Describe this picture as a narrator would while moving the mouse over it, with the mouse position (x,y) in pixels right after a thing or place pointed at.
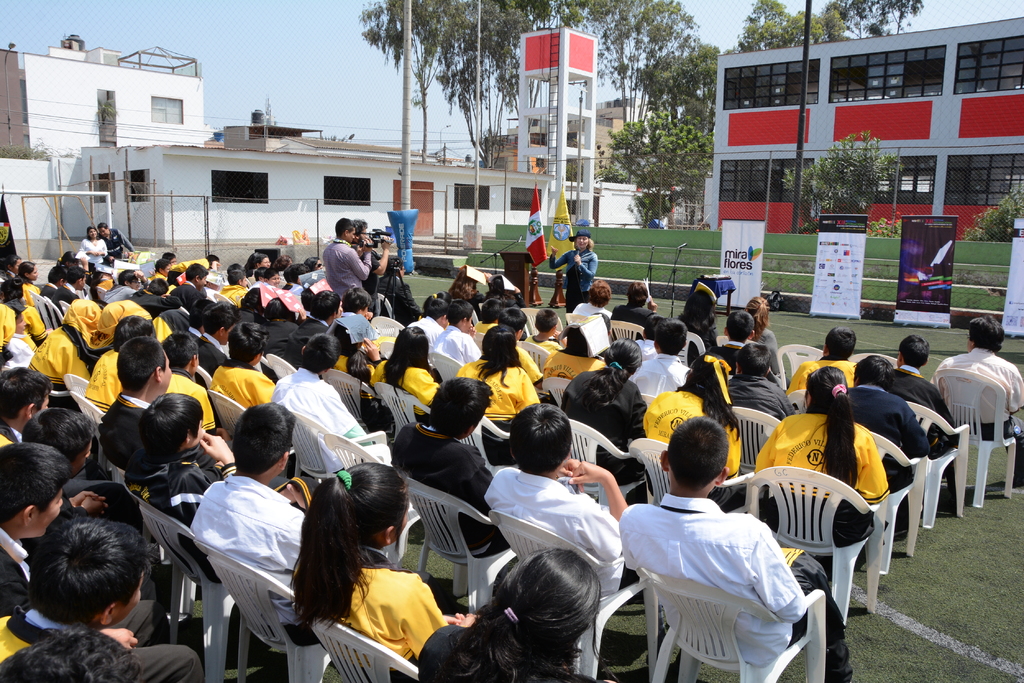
Group of people (61,440) sitting on the chairs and few persons (344,252) are standing, this person (381,273) holding camera (374,231). On the background (571,150) we can see buildings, pole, trees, sky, fence (1009,234), banners (742,274), microphones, podium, table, grass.
